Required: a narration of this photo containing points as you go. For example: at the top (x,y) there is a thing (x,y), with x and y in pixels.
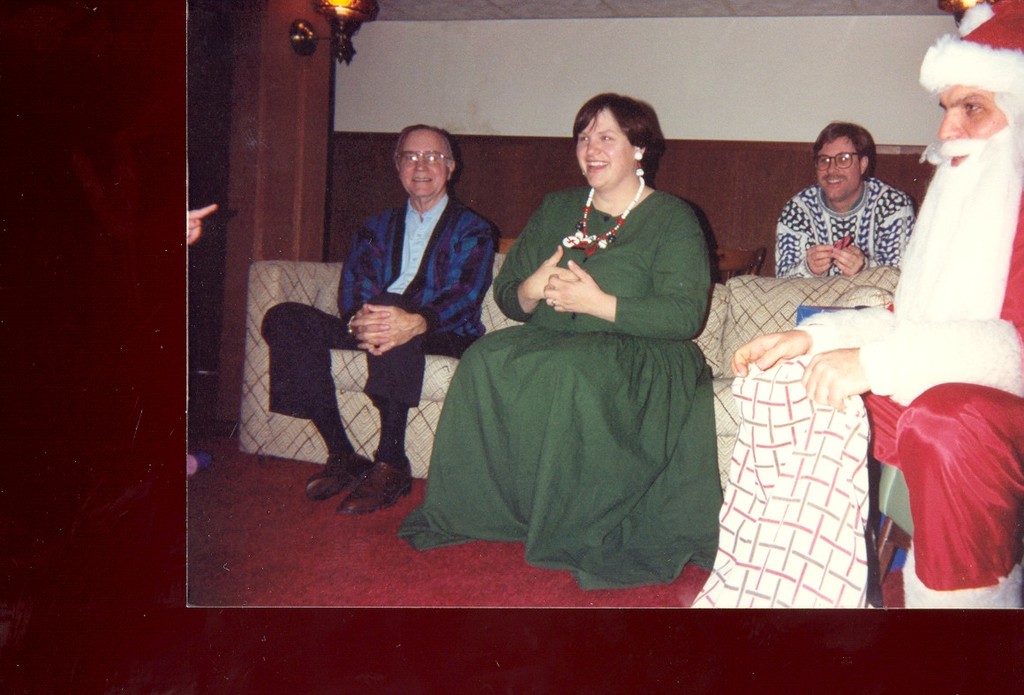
In this image, we can see a photo (236,171), in that photo (236,171), we can see some people (492,385) sitting on the sofa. On the right side (976,458), we can see a person (985,405) wearing Christmas father dress (995,331).
